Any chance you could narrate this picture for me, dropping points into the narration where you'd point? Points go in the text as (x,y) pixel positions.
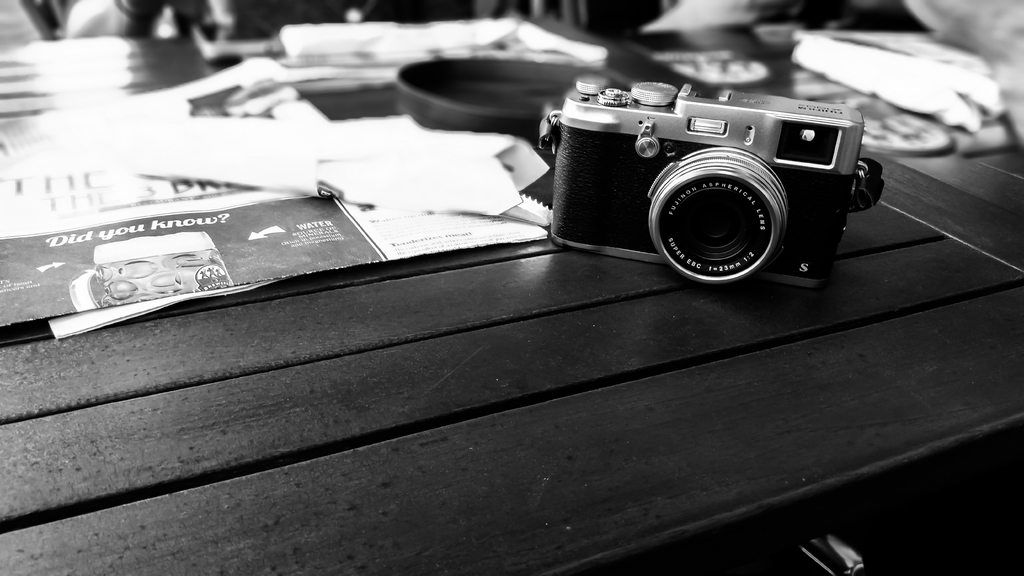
In this picture there is a camera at the top side of the image (799,169) on a table (517,400) and there are some papers (458,148) on the table (218,360).
